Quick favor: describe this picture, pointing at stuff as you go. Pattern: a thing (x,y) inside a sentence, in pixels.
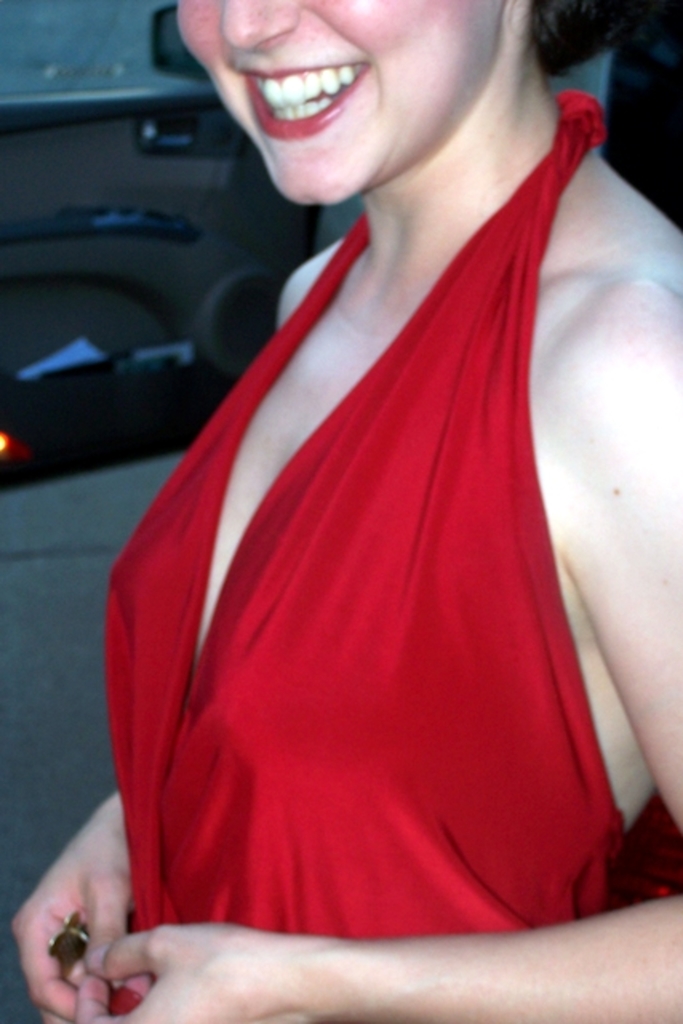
There is a woman (532,309) in red color dress (406,388), smiling and standing. In the background (72,416), there are other objects (115,271).
